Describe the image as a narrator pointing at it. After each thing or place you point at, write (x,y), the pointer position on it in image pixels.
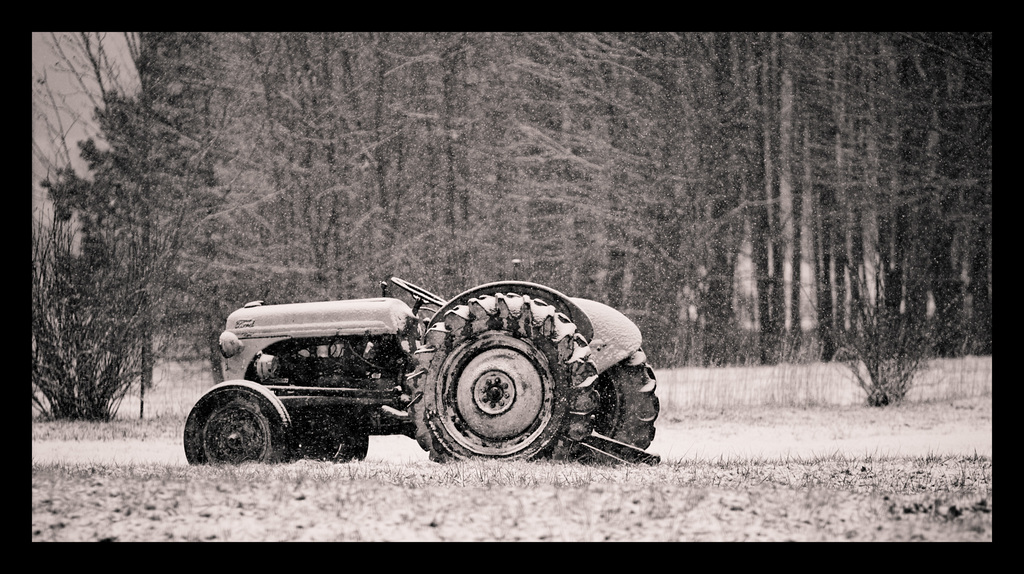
As we can see in the image there are trees (506,115), grass (935,472), plants (75,401) and a vehicle (548,360).
